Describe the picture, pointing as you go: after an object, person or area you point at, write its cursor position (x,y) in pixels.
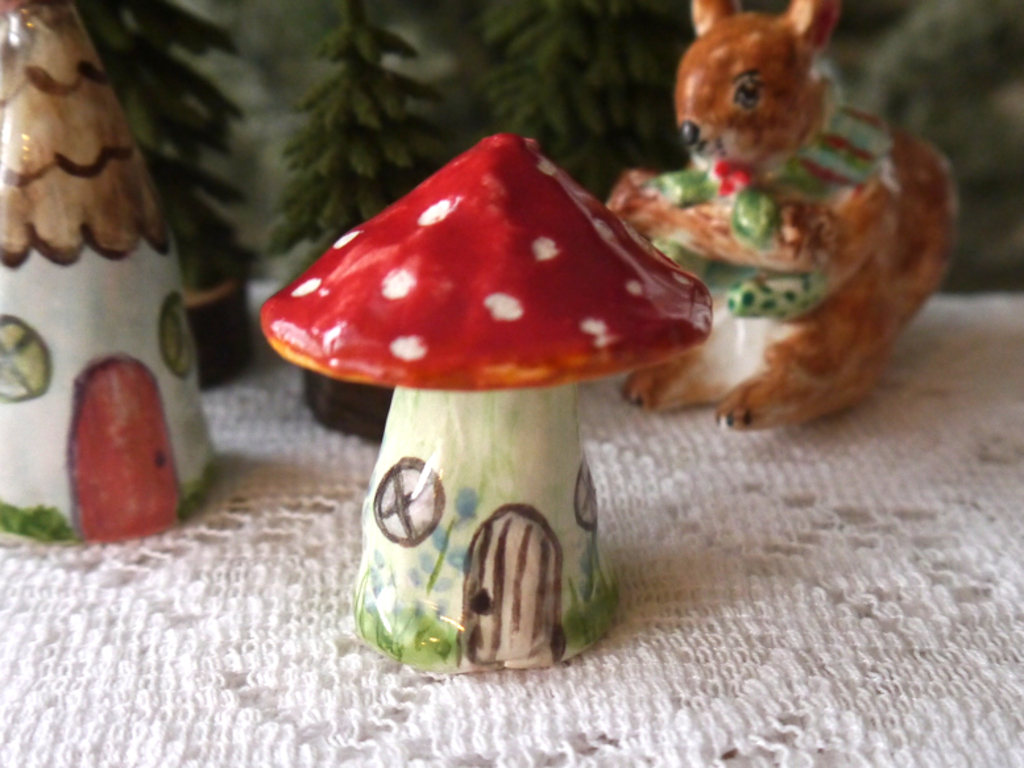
These are the toys (701,261), in the middle (620,316) it is in the shape of a mushroom (515,350). In the right side (804,211) it is in the shape of an animal (801,195).
